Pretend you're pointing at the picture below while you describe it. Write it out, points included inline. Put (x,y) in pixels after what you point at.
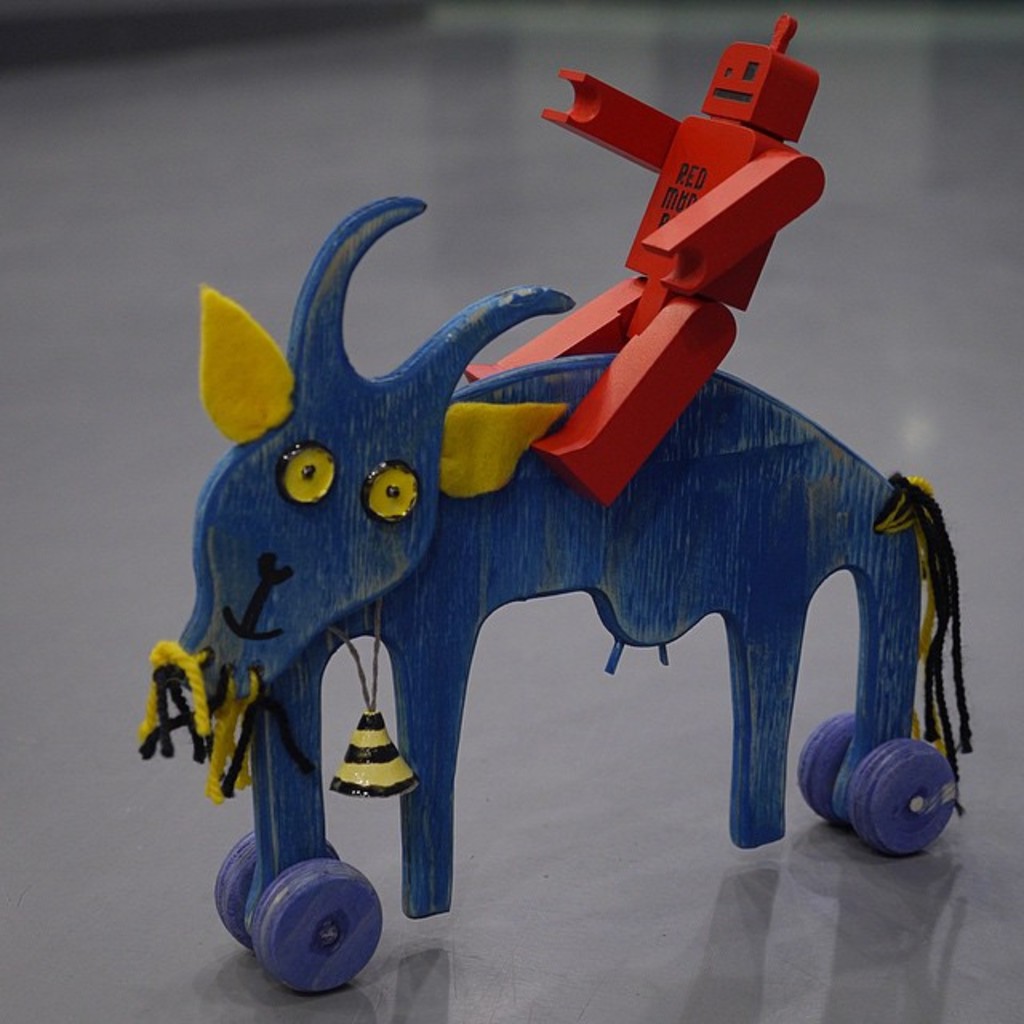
In this image there is a toy (628,533).
